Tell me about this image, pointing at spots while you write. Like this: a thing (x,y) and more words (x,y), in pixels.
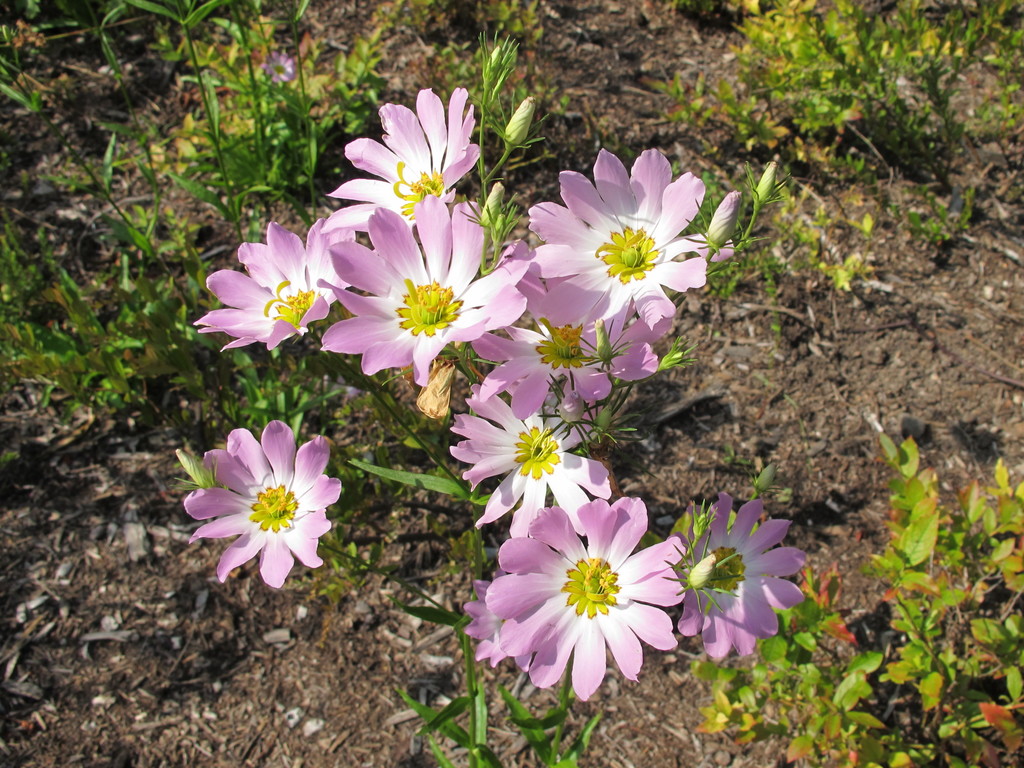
This image is taken outdoors. At the bottom of the image (221,650) there is a ground (922,348) with grass (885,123) and a few plants (295,139) on it. In the middle of the image (648,261) there is a plant (546,390) with beautiful flowers (608,513). Those flowers (487,422) are pink and white in colors.
